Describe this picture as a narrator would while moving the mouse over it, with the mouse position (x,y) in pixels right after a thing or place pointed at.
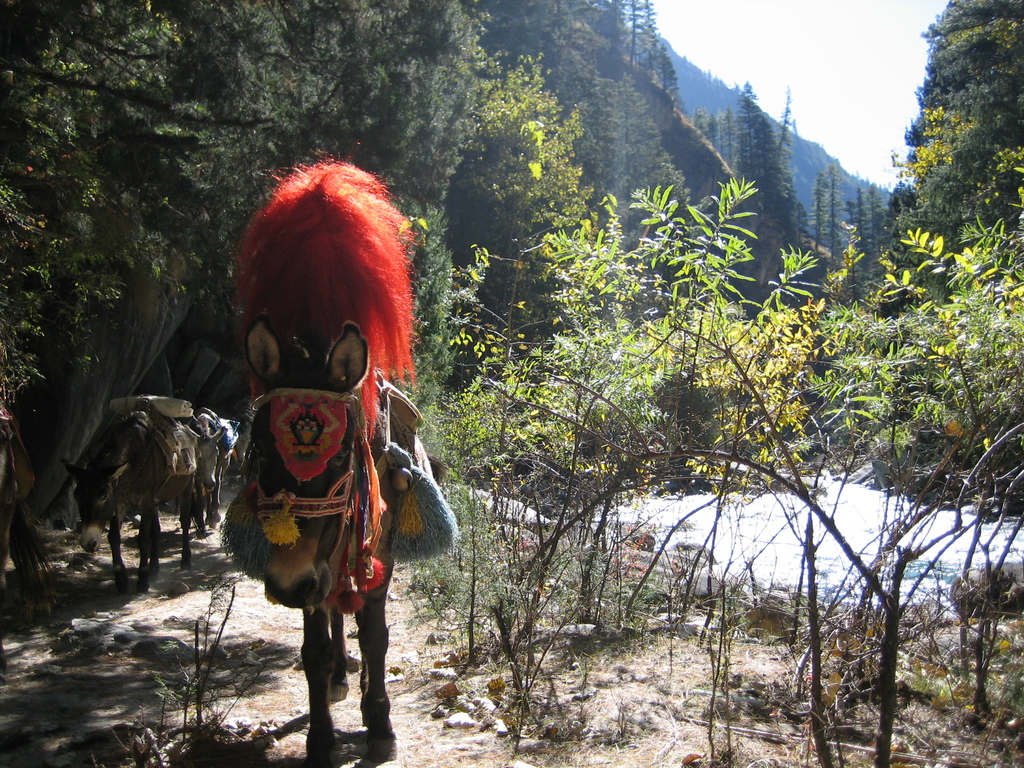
In this picture I can see animals (209,414), there are plants (534,467), trees (443,21), there is water (800,503), and in the background (821,123) there is sky (770,86).
